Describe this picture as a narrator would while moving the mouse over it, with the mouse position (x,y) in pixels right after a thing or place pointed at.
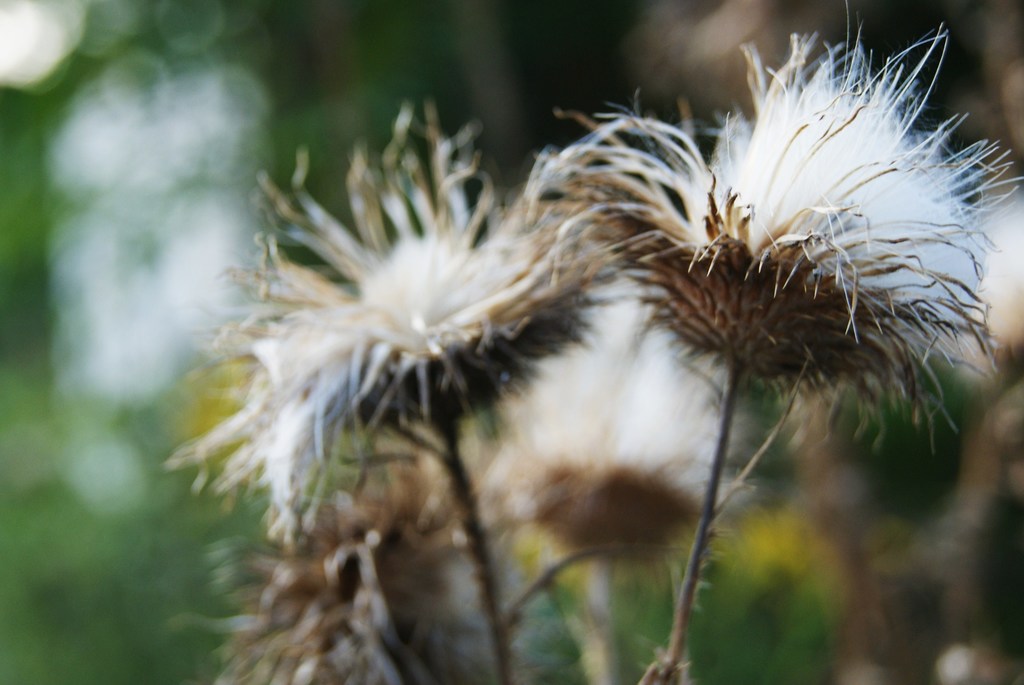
These are the dried flowers (564,411).
